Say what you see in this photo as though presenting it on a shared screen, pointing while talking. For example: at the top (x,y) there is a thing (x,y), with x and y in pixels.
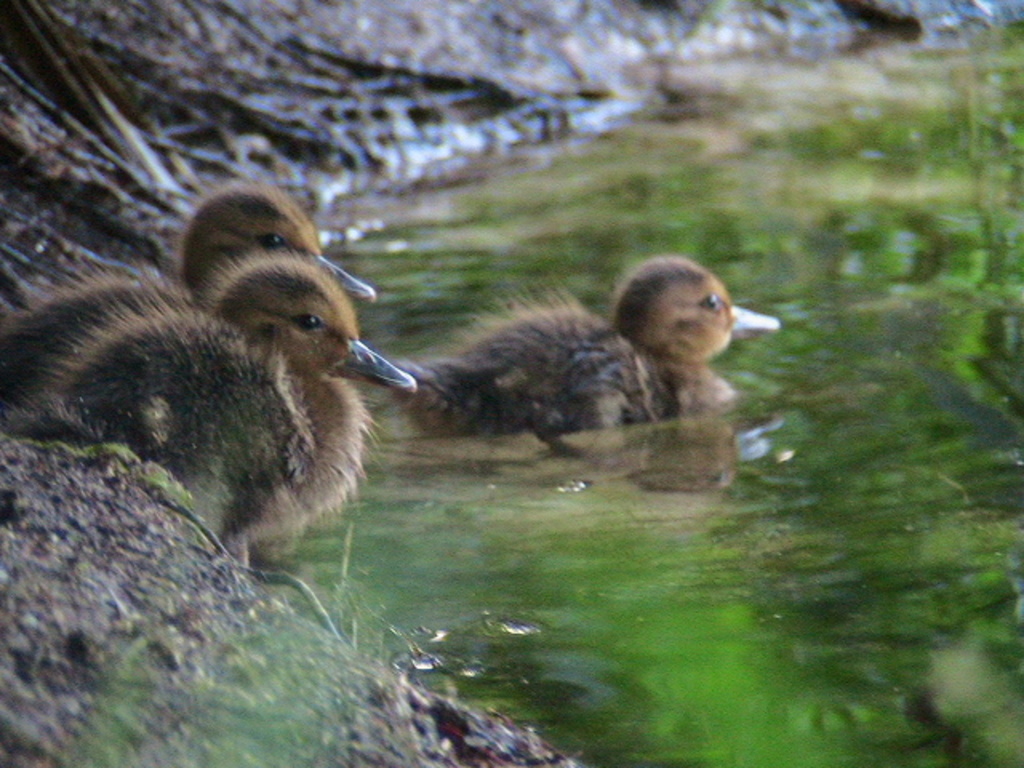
Here in this picture we can see water (638,237) present over a place and in that we can see a mallard (636,389) present and behind that on the ground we can see another couple of mallards (243,386) present.
